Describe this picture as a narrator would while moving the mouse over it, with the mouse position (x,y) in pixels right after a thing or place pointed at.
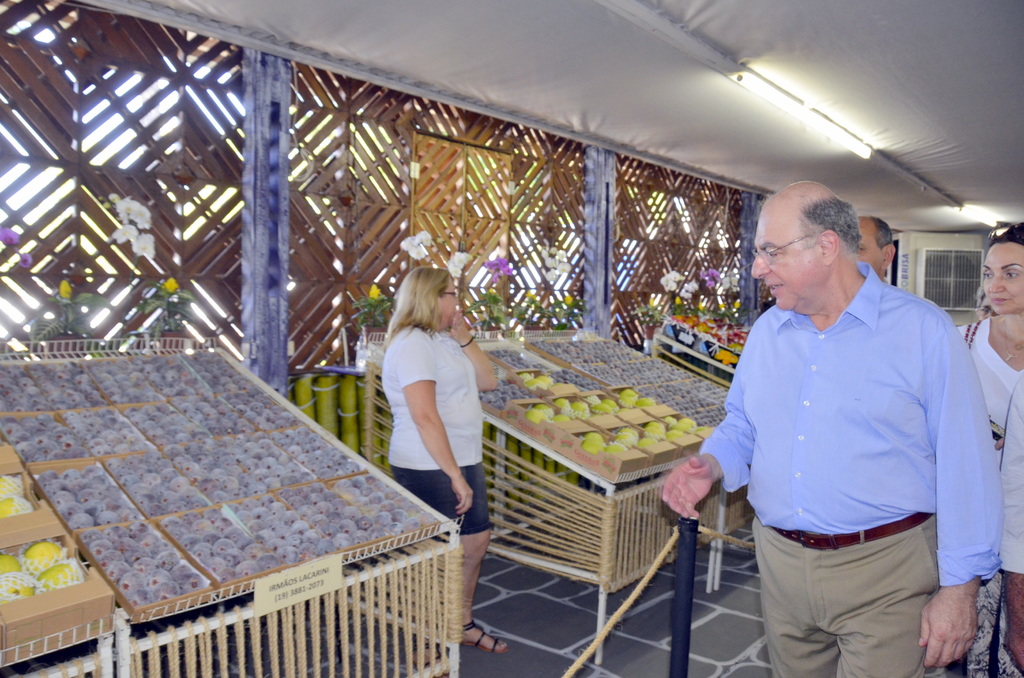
On the left side of the image (216,515) we can see a fruits (252,472). In the middle of the image (419,382) we can see a lady (419,382) and some fruits (596,450). On the right side of the image (817,512) we can see some persons (820,466) looking at the fruits (355,464).
